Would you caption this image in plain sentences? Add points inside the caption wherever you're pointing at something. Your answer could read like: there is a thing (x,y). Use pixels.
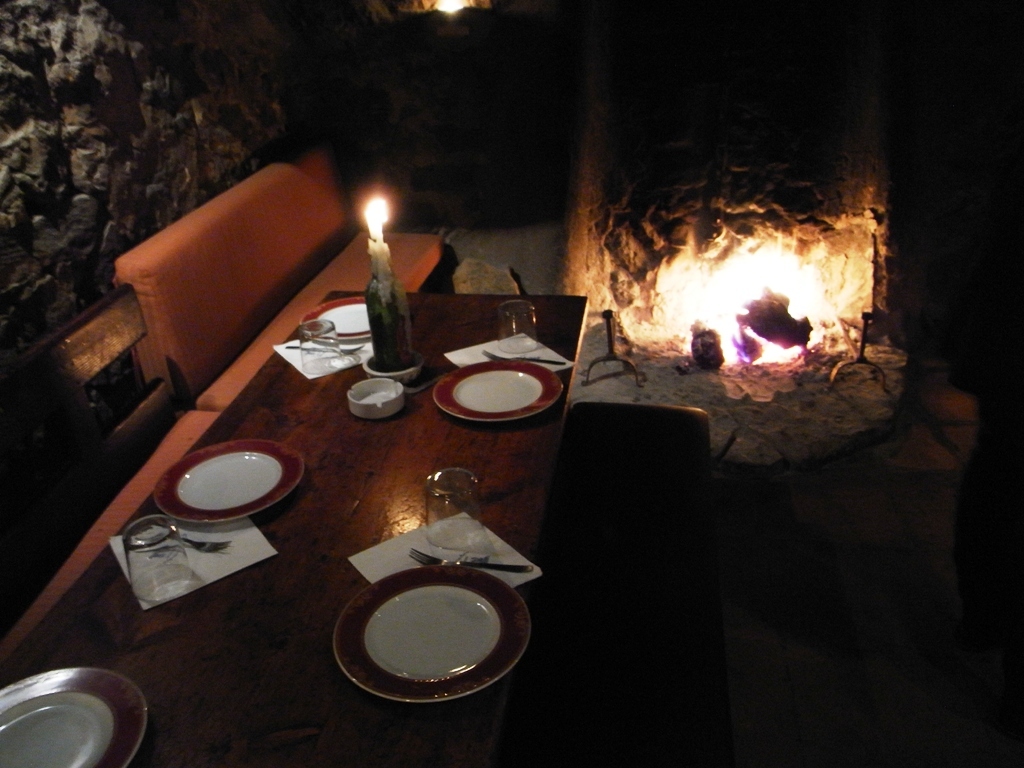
In this image there is a table (326,527) on the left side (325,534). On the table (332,534) there are plates (250,478), glasses (153,569), knives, forks (421,558) and a candle (385,290). Beside the table (286,392) there is a sofa (261,305). On the right side (744,305) there is a fire (744,305) with the wooden sticks (743,320). On the left side (117,144) top there is a wall (109,118).
